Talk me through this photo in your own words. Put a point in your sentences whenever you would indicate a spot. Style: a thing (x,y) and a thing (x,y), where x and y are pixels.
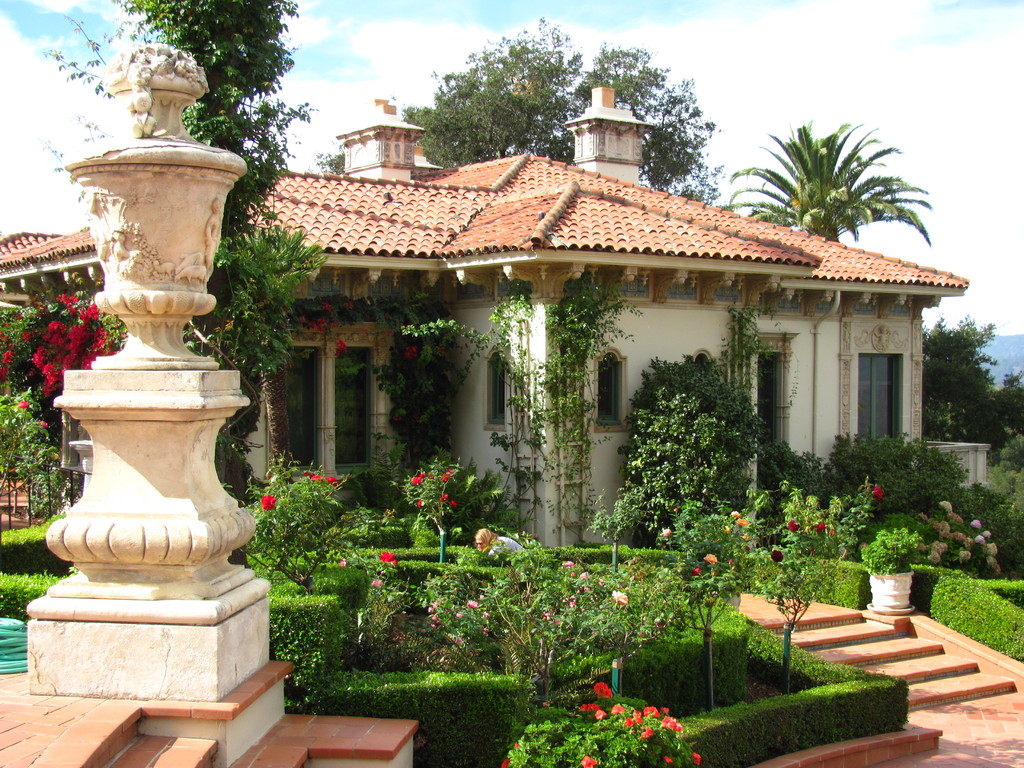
There is a house (779,359) and there are plants (571,580) and trees (525,147) around it.
